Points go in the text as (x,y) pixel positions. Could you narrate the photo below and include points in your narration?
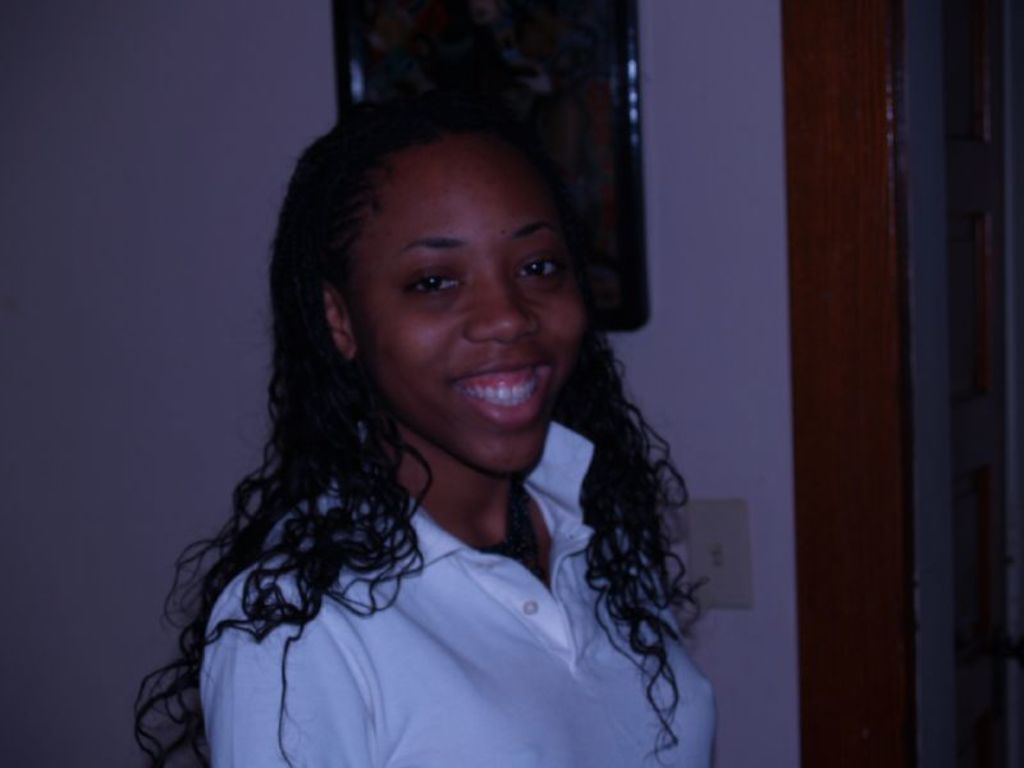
In the center of the image (456,353) we can see the woman (474,483) smiling. In the background (370,39) we can see the frame (591,148) attached to the plain wall (166,81).
